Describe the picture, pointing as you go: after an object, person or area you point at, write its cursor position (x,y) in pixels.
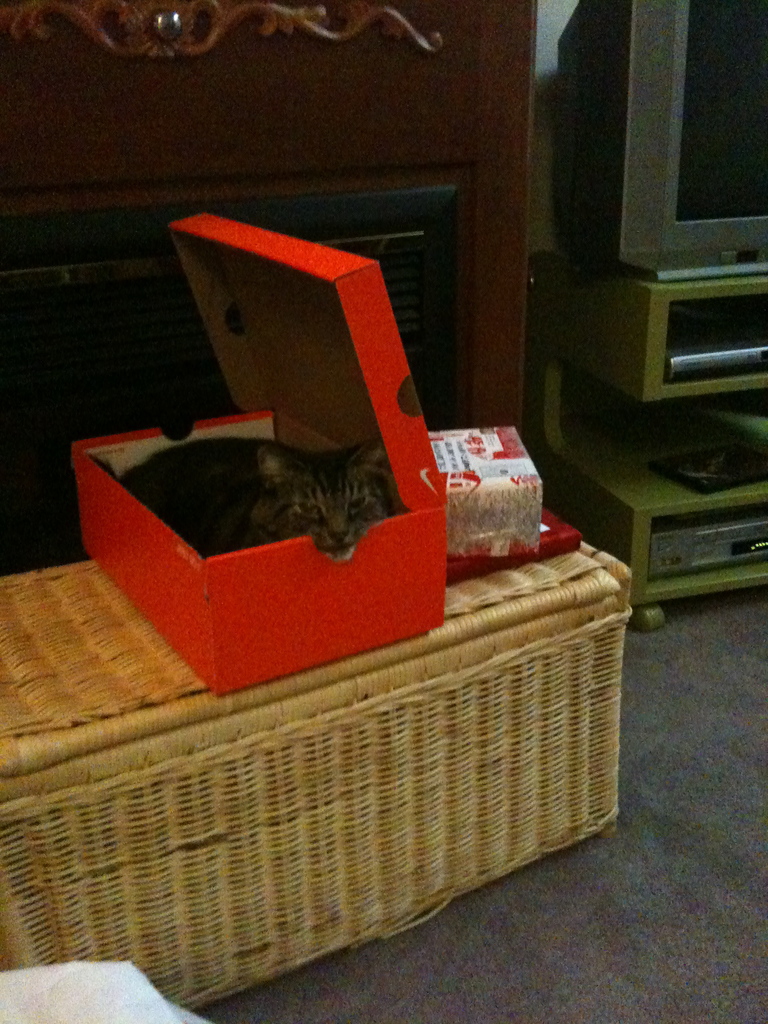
In this picture we can see a box (218,305) and other things (528,556) on the basket (176,728) and we can see a cat (227,513) in the box (288,539), on the right side of the image (703,95) we can see a television (701,86) and other things (674,468) on the stand (692,420).
